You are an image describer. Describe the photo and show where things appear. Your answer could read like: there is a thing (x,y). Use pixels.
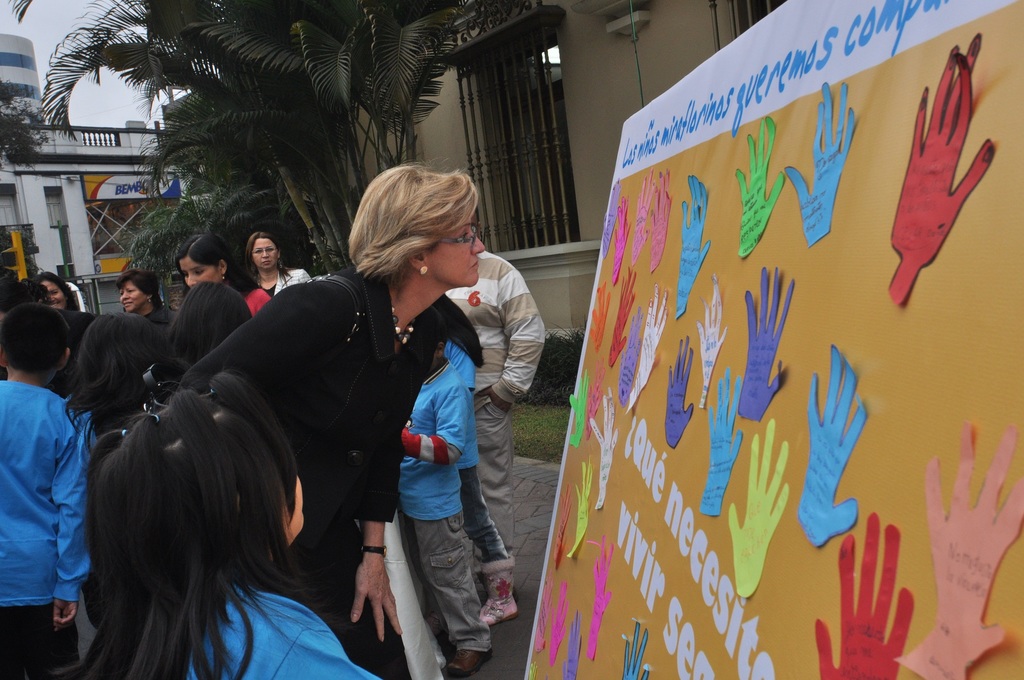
On the left side of the image (153,380) we can see a few people (445,345) are standing. On the right side of the image (906,278), we can see one board (867,153). On the board (899,337), we can see notes (766,347) and some text (737,126). In the background (104,174), we can see the sky (97,95), trees (214,139), buildings (507,38), one banner (164,190), plants (178,216), grass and a few other objects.
